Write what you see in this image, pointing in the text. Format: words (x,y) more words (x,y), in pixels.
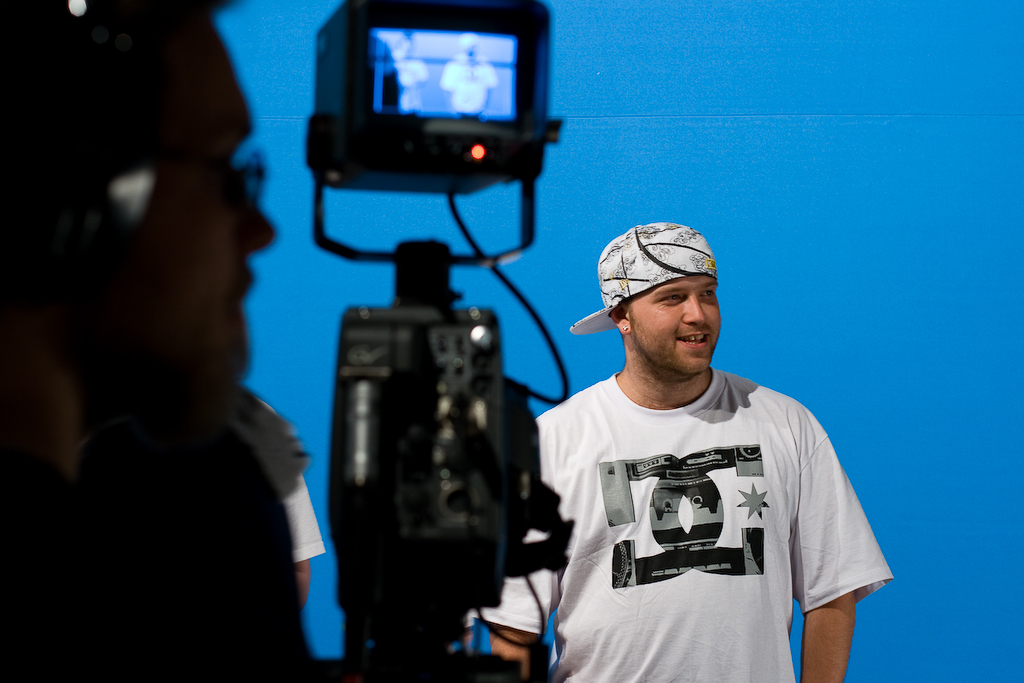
In front of the picture, we see a camera stand (412,358). On the left side (225,123), we see the man (117,314) is wearing the spectacles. In the middle of the picture (653,386), we see the man (725,518) in white T-shirt (709,560) is standing. He is wearing a cap (661,263) and he is smiling. In the background (692,218), it is blue in color.
